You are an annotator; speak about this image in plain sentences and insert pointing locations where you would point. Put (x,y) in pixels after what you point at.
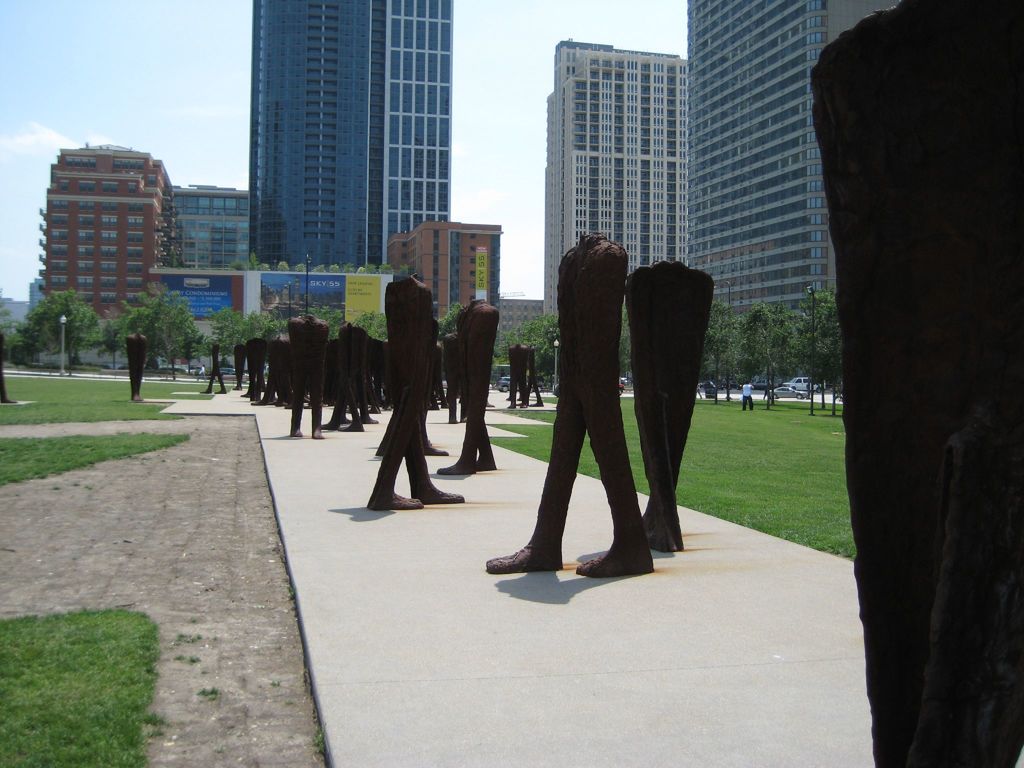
In the picture we can see a pathway (769,707) and on it we can see many sculptures (856,357) of headless people (412,400) and both the sides of the path (684,738) we can see the grass surfaces (639,461) and far away from it, we can see trees (149,354) and some tower buildings (385,48) with many floors (420,154) and behind it we can see the sky (217,130) with clouds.
